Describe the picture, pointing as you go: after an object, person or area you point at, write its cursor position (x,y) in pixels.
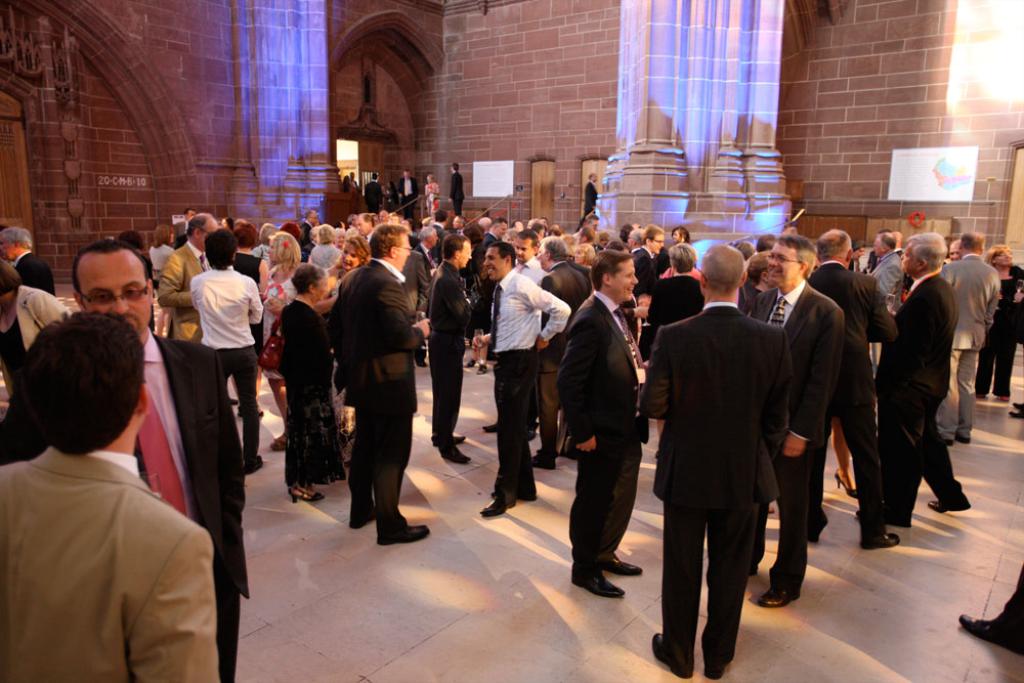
In this picture I can see so many people (329,395) are in one place, around we can see some pillars (666,129) and walls (413,89).
